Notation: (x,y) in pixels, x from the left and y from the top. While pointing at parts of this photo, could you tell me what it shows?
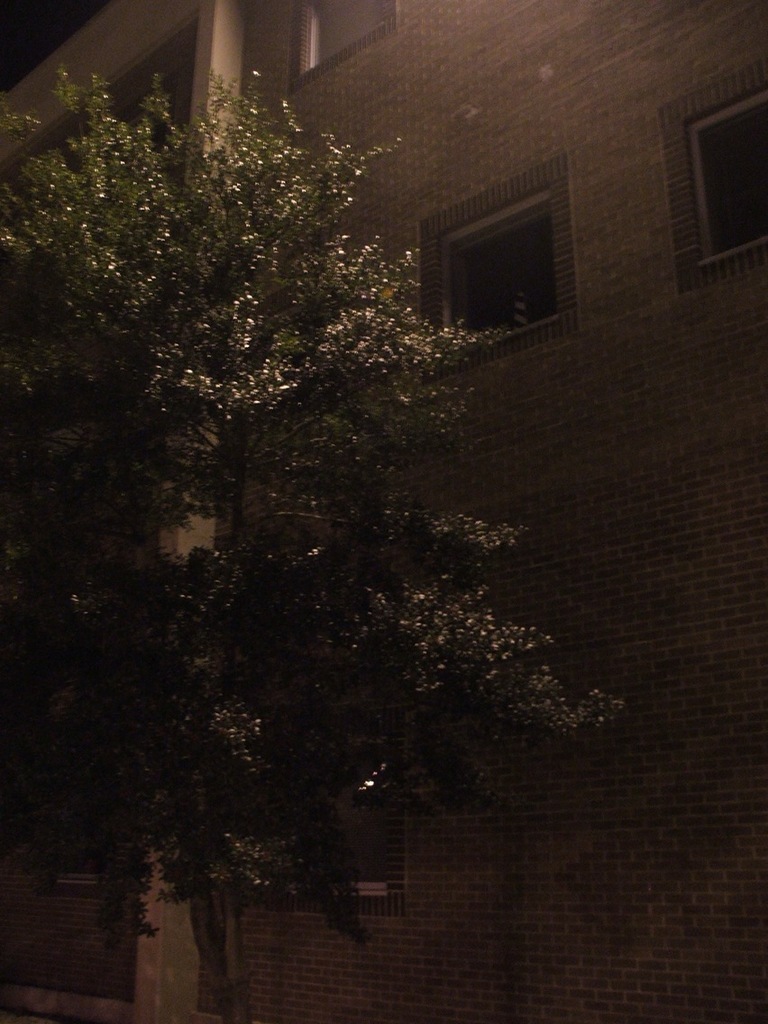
In the image we can see there is a tree (64,495) and behind there is a building (640,426). There are windows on the building (632,651).
